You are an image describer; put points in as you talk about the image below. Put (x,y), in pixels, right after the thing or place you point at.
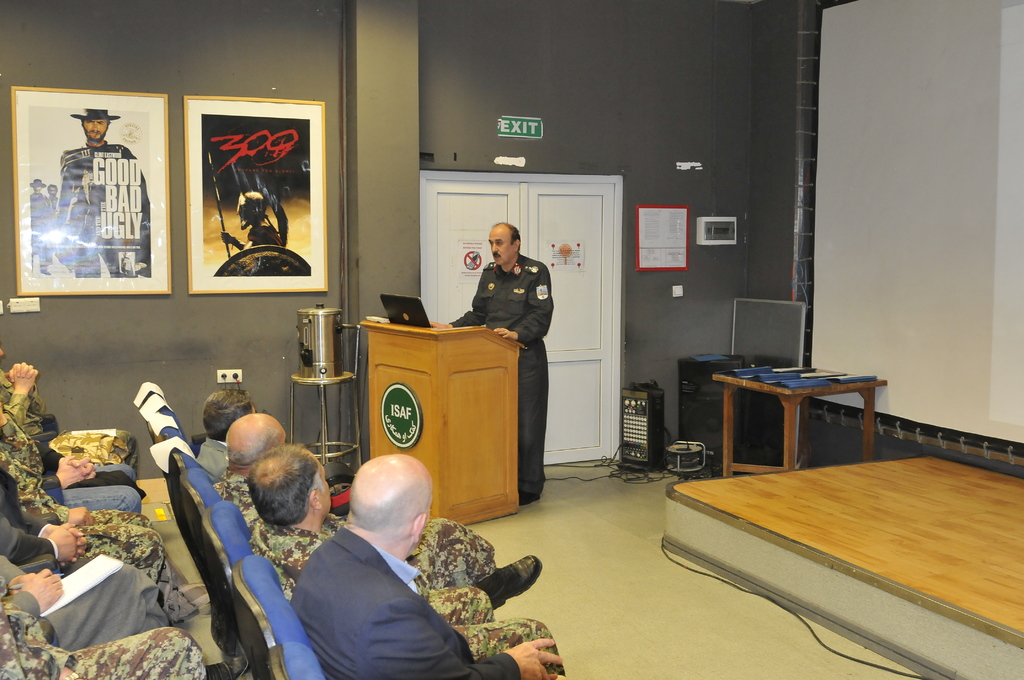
In this image i can see few people (327,510) sitting on chair (222,528) at the back ground (542,298) i can see a man (532,284) standing in front of the podium (438,338) with a laptop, a screen (829,310), a frame (299,153) attached to a wall (298,85) and a door (461,192).
